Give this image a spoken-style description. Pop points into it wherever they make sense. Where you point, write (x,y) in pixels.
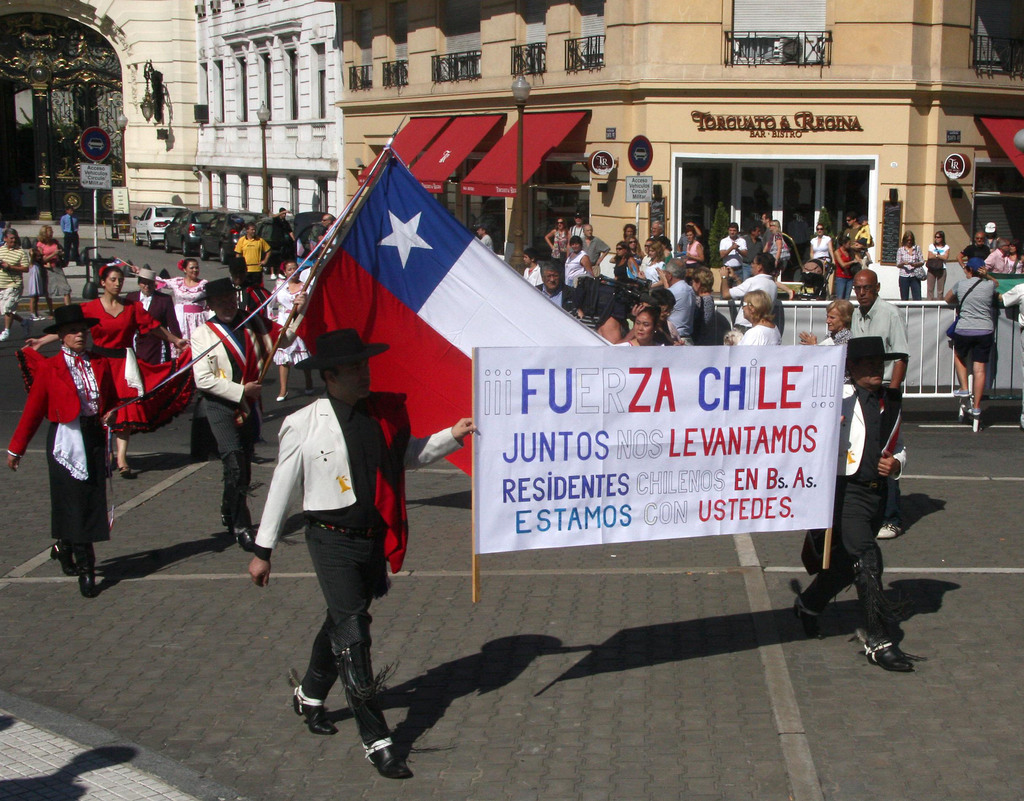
In this image we can see a group of persons (262,273) and among them few people (237,449) are holding objects (443,292). There is a banner (493,369) and flag (428,261) in the image and in the middle of the image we can see a barrier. Behind the persons (881,334) we can see a few buildings (380,59) and vehicles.
